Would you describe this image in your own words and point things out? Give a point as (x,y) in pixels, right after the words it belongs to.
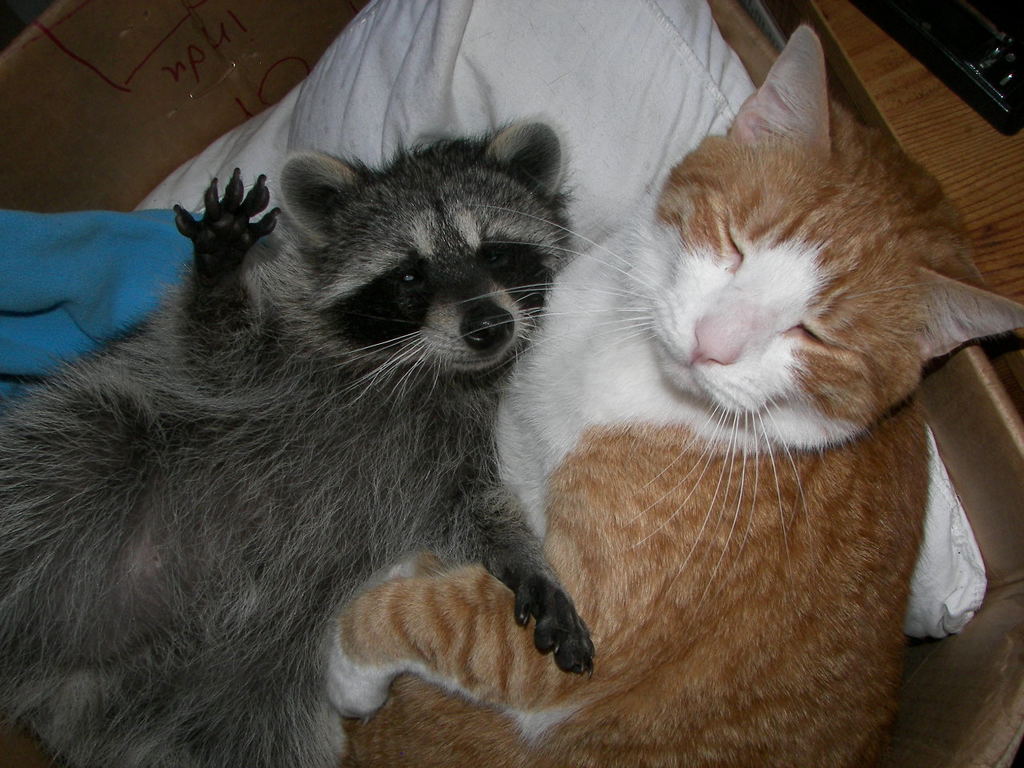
In the image there is a cat (543,376) and another animal (318,312) laying on a pillow (454,80).
